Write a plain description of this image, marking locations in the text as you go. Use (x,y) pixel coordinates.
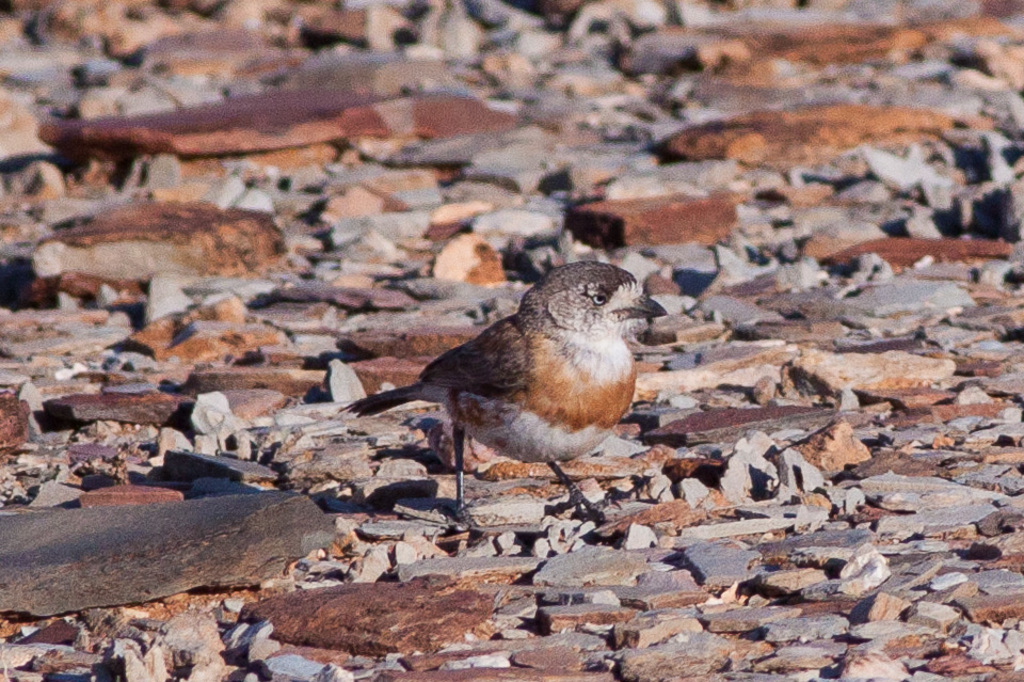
In the middle of the image (550,386) we can see a bird (548,403) and we can find few rocks (294,359).
